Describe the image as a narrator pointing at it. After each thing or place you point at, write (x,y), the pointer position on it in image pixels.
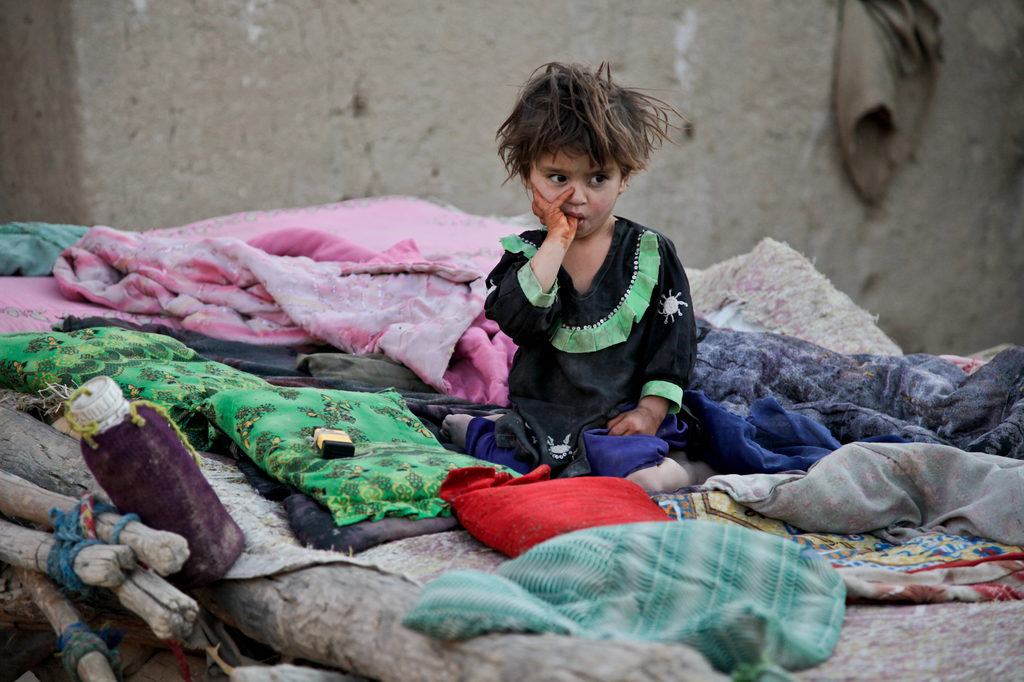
In this image I can see a girl (600,361) wearing black and green colored dress (588,333) is sitting. I can see few clothes (445,283) which are pink, green, blue in color and a red colored pillow (541,485) around her. I can see a bottle (150,438), few wooden logs (108,553) and in the background (246,119) I can see the wall (235,129).
